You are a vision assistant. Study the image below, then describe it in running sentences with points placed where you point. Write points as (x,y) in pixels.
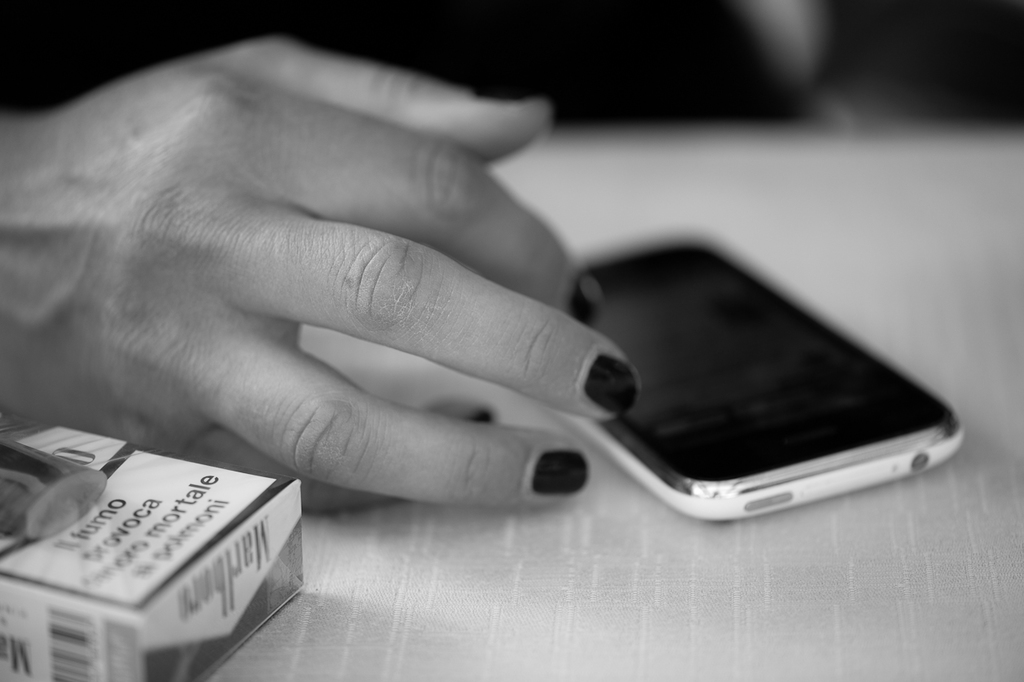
This is a black and white picture, in this image we can see a mobile phone (710,381) and a box (118,580) on the table (751,575), also we can see a person's hand (104,154).
